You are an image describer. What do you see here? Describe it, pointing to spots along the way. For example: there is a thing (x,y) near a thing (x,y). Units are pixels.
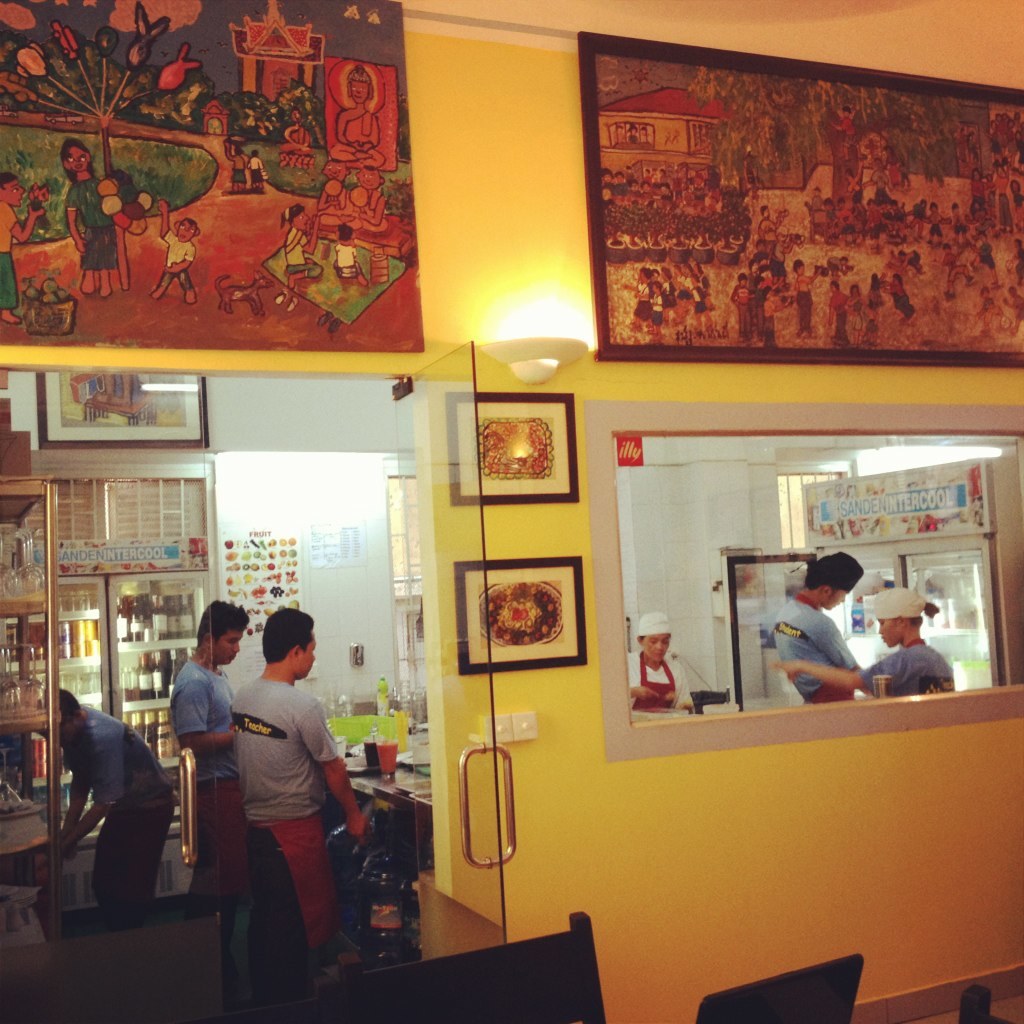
Pictures (718,275), poster (261,549) and light (507,355) is on the wall (539,205). In this rack (53,803) there are things (33,666). In this fridge (141,715) there are bottles (128,619). Here we can see people (307,801). On this table (395,785) there are glasses (381,752) and objects (424,759). This fridge door (749,597) is open.
